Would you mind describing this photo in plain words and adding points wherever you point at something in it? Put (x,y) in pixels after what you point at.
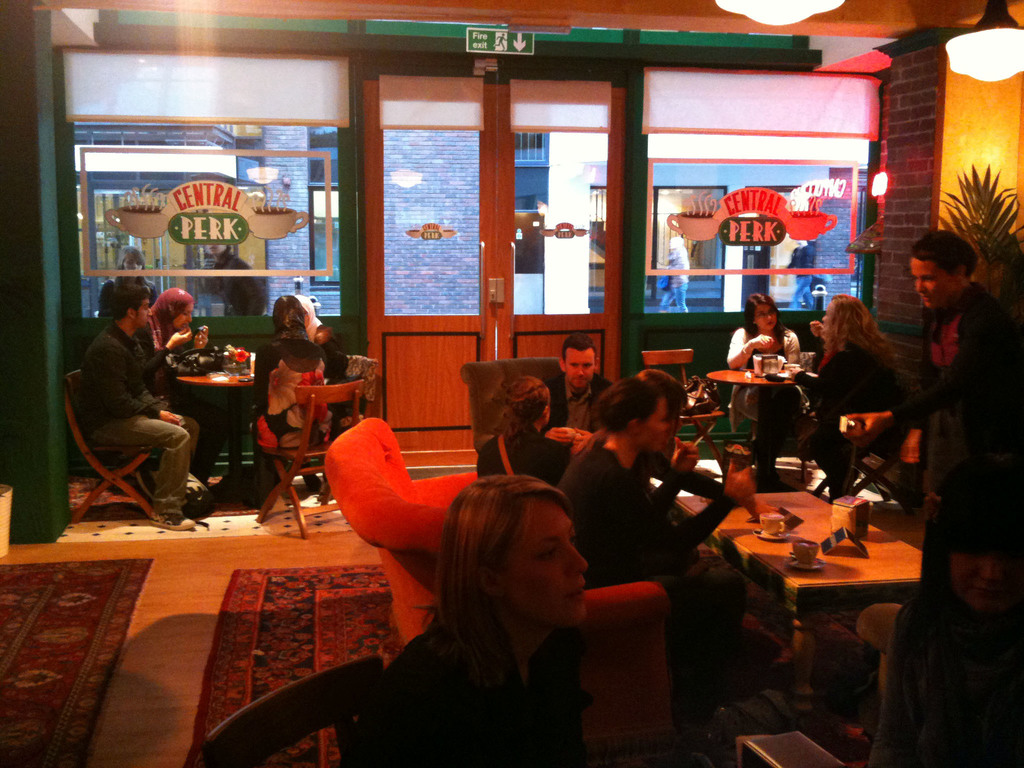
Picture inside of a restaurant (401,417). We can able to see persons (592,460) are sitting on a chair (856,473). In-front this person's (520,640) there is a table (824,574), on a table (828,559) there are cups (799,545). This is door (514,343). On this glass window (730,306) there is a sticker (792,205). On top (967,49) there are lights (980,46). Beside this man (949,338) there is a plant (979,253). From this glass window (699,258) we can able to see a person (671,247) and building (713,173). Floor (170,628) with carpet (238,605).
